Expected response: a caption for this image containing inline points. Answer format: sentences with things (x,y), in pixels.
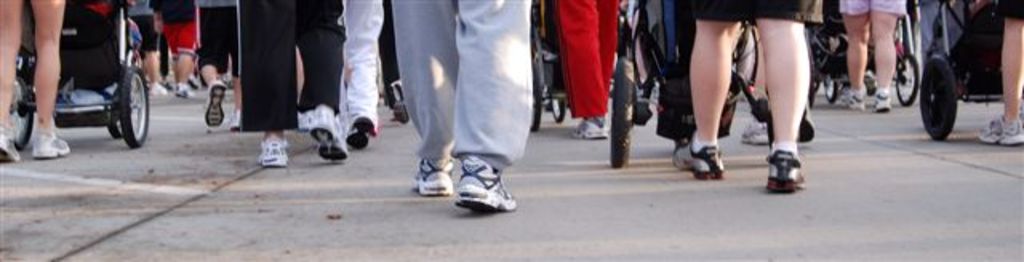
In this picture we can see a group of people (422,185) walking and vehicles (619,93) on the road (366,174).
